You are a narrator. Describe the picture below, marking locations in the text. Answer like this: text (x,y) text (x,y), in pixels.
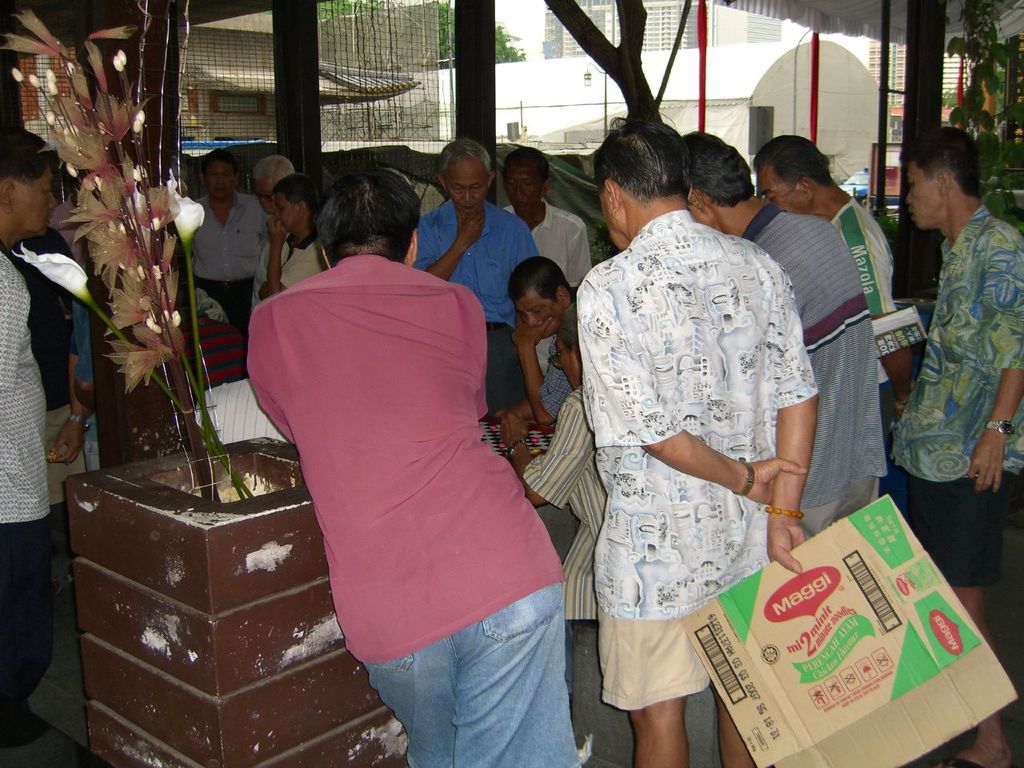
In this picture there is a man (408,305) who is standing near to the concrete planter (316,580). On that I can see some plants (193,447). In the center (611,257) I can see many people (526,300) were standing near to the table (490,444). On the table (546,444) I can see people (562,480) were playing the chess (535,437). In the background (500,99) I can see the trees (637,95), sky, buildings (552,41), wall (584,72), street lights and other objects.
